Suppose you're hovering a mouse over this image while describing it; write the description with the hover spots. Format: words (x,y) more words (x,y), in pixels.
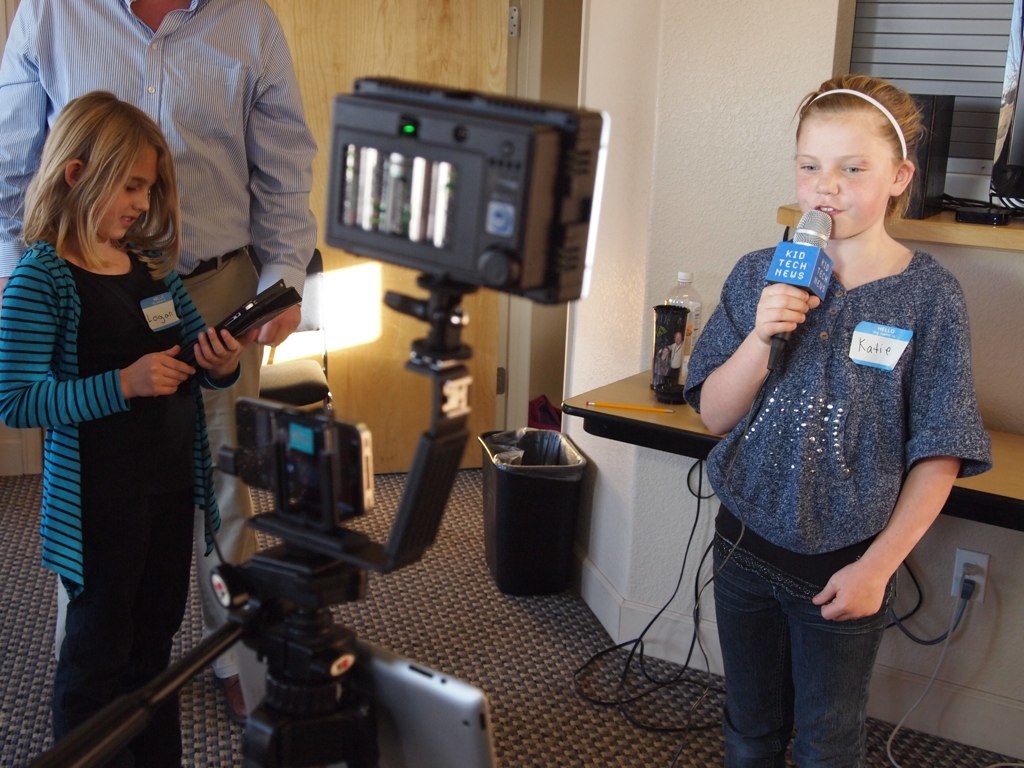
This 3 persons (208,378) are standing. This girl (878,190) holds mic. This is a camera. On floor (540,619) there is a bin (532,534). On this table (618,431) there is a bottle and pencil (654,409). This girl (162,383) wore blue jacket (68,462). On chair (319,385) there is a light (324,331). Under the table (993,502) there is a socket (973,566) with cables (967,594).
